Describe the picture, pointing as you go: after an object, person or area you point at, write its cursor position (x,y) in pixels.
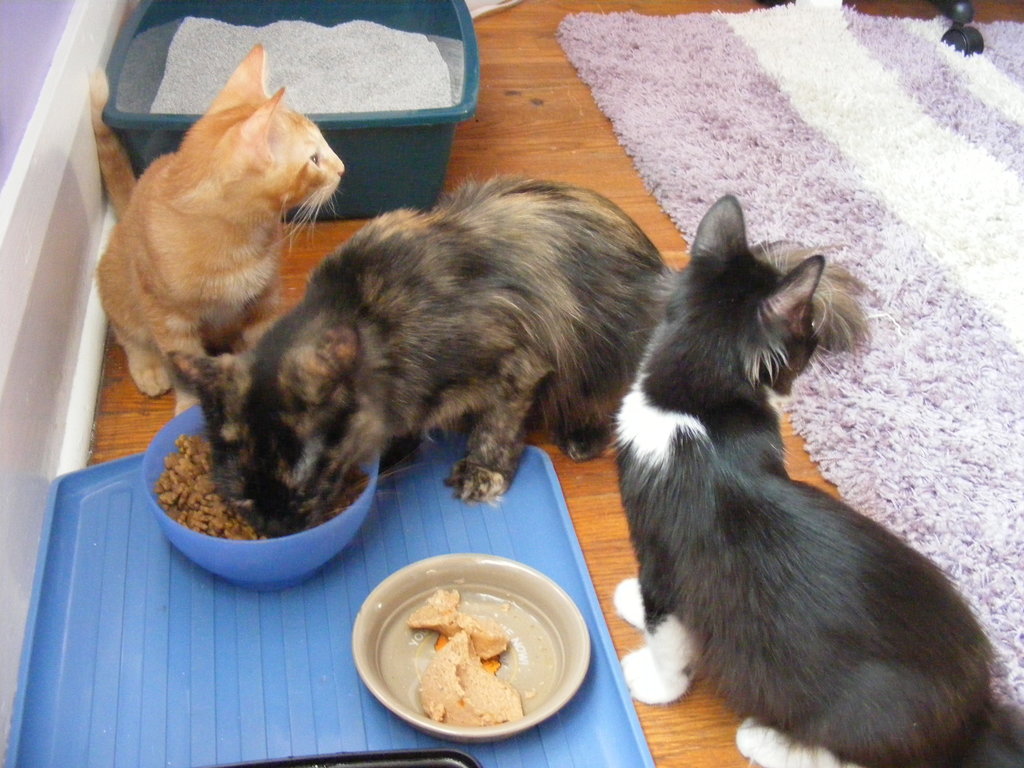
In this image there are three cats (450,335), there is a plate (202,686) towards the bottom of the image (219,685), there are bowls (236,564), there is food (465,649) in the bowls (488,608), there is a wooden floor (533,143), there is a cloth (859,177) towards the right of the image (981,400), there is an object (949,42) towards the top of the image (978,44), there is an object (417,169) that looks like a container (250,6), there is a litter (278,63) in the container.
